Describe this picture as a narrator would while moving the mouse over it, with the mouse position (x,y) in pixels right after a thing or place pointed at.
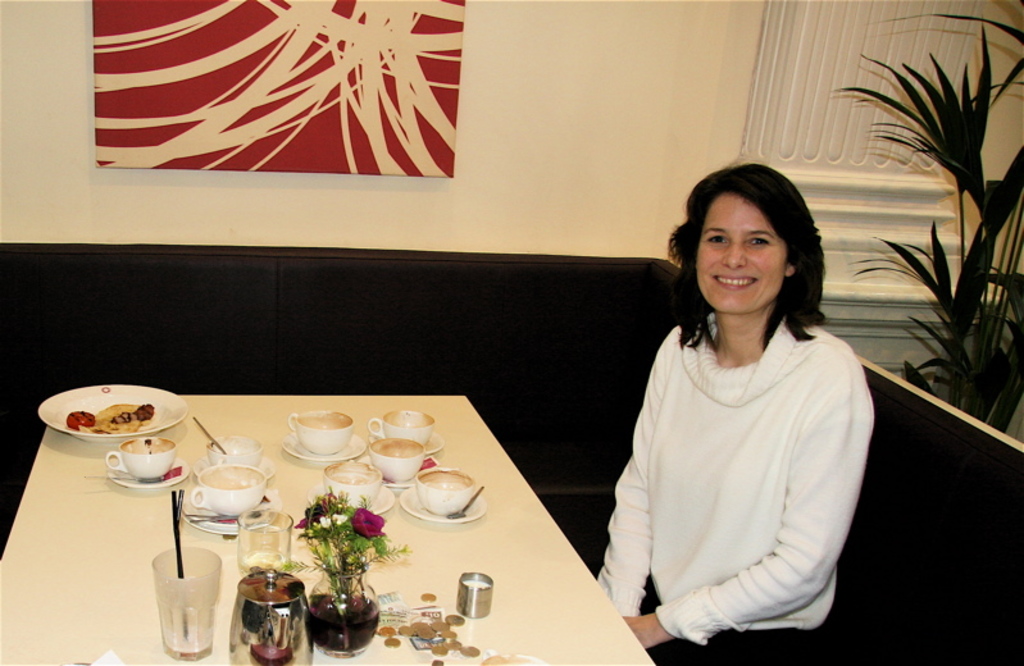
In the picture we can see a woman (635,631) sitting on the bench (913,563) near the table (217,636) on the table (620,631), we can see some cup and saucers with coffee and besides, we can see a food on a plate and an empty glass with black color straw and a flower vase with some flowers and in the background (129,119) we can see a wall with some painting (131,99) and besides to it we can see some plant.
